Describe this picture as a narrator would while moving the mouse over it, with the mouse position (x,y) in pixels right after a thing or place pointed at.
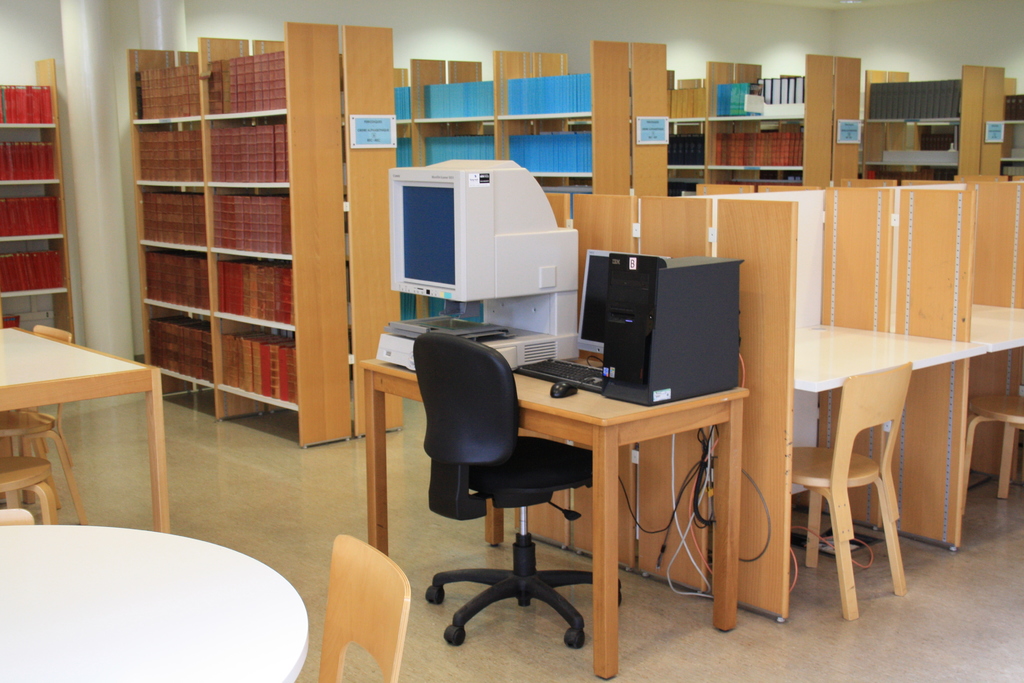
In this picture I can see the computer screen (597,329), CPU (606,319), mouse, keyboard (551,372) and other object (551,350) on the table (585,395), beside that I can see the chairs (523,481). In the back (176,107) I can see many books (163,202) on the wooden racks (817,128). On the left (101,614) I can see the white round table (98,567) and wooden chairs (324,680).
